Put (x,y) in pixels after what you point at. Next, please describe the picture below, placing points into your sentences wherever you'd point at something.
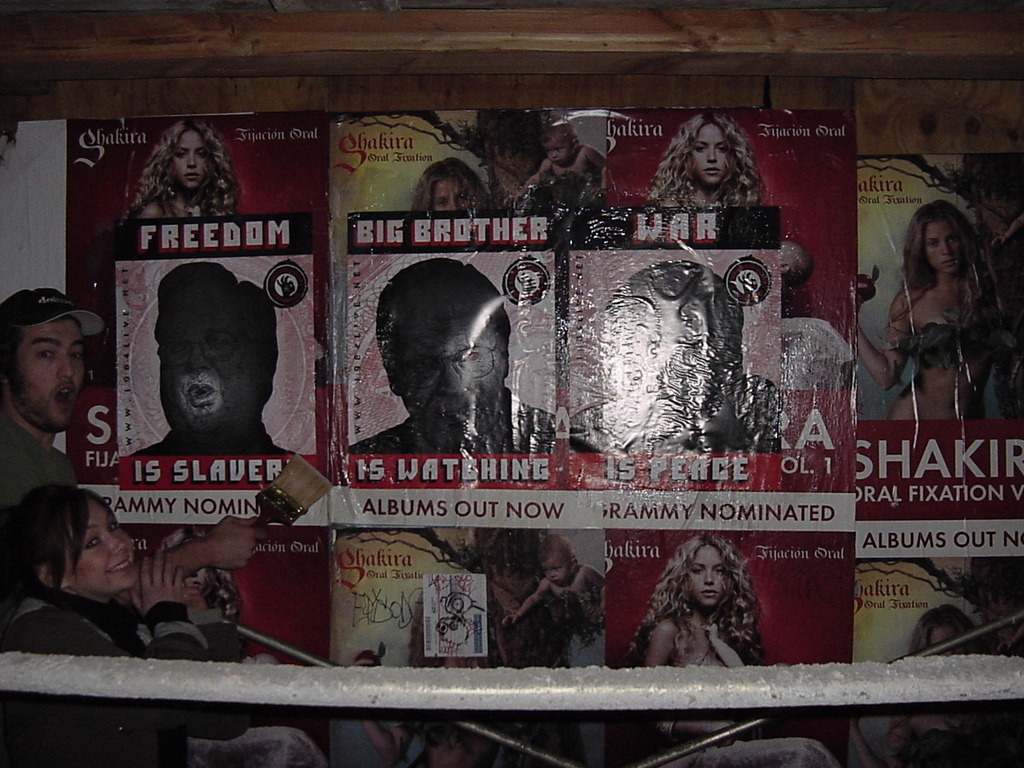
In this picture we can see posters (810,467) in the background (291,343), on the left side (30,457) there are two persons (175,607), a man (30,471) on the left side (36,446) is holding a brush (286,513), we can see pictures (960,353) of persons (730,314) on these posters (565,314).
